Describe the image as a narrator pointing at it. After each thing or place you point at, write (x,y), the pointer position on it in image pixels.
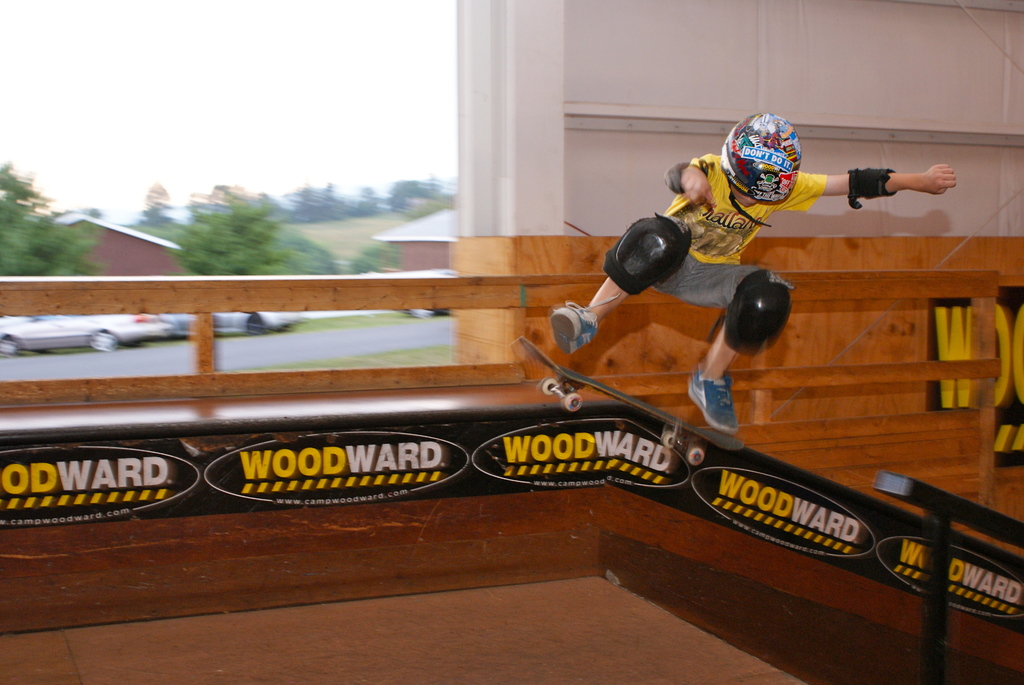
In the foreground of this image (762,283), there is a boy (770,283) wearing helmet (734,177), knee pads (749,327) is skating and he is in the air. At the bottom (518,625), there is the floor (405,637) and railing (925,630). Behind him, there is a wall (627,137) and in the background (256,202), there are trees (248,264), houses (109,246) vehicles (264,323), road (322,357) and the sky (340,136).
